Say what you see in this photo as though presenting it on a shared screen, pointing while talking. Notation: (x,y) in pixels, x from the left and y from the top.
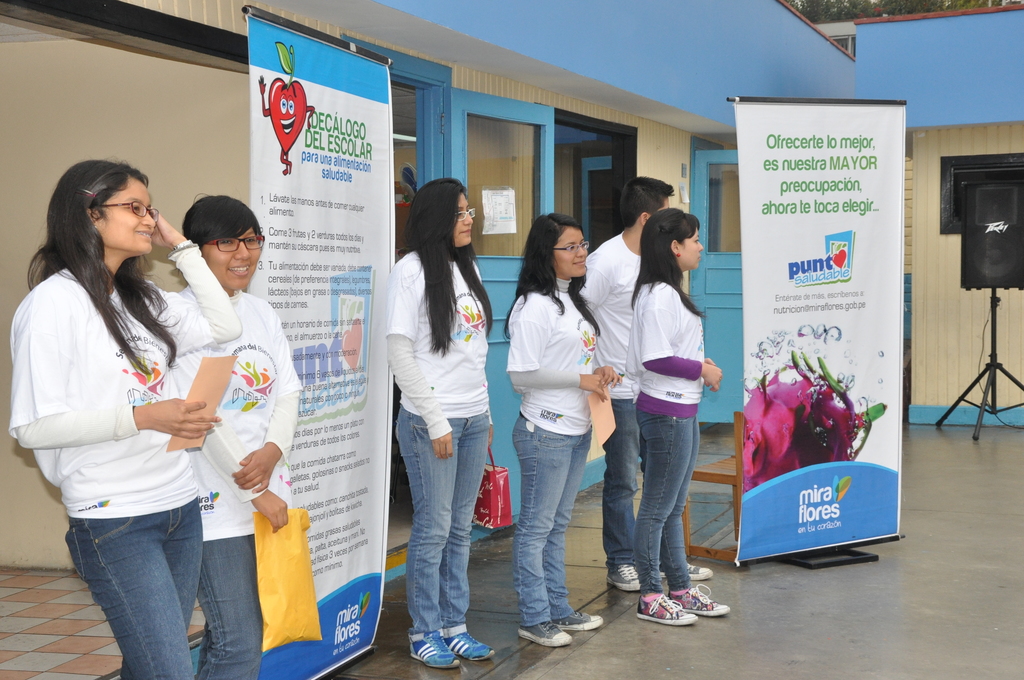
In this image, we can see a group of people (630,507) are standing on the floor (748,650). Few are wearing glasses (565,249) and holding some objects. Here we can see banners (350,375), walls (211,131), doors (717,258), speaker (1001,270) with stand (984,384) and wire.
